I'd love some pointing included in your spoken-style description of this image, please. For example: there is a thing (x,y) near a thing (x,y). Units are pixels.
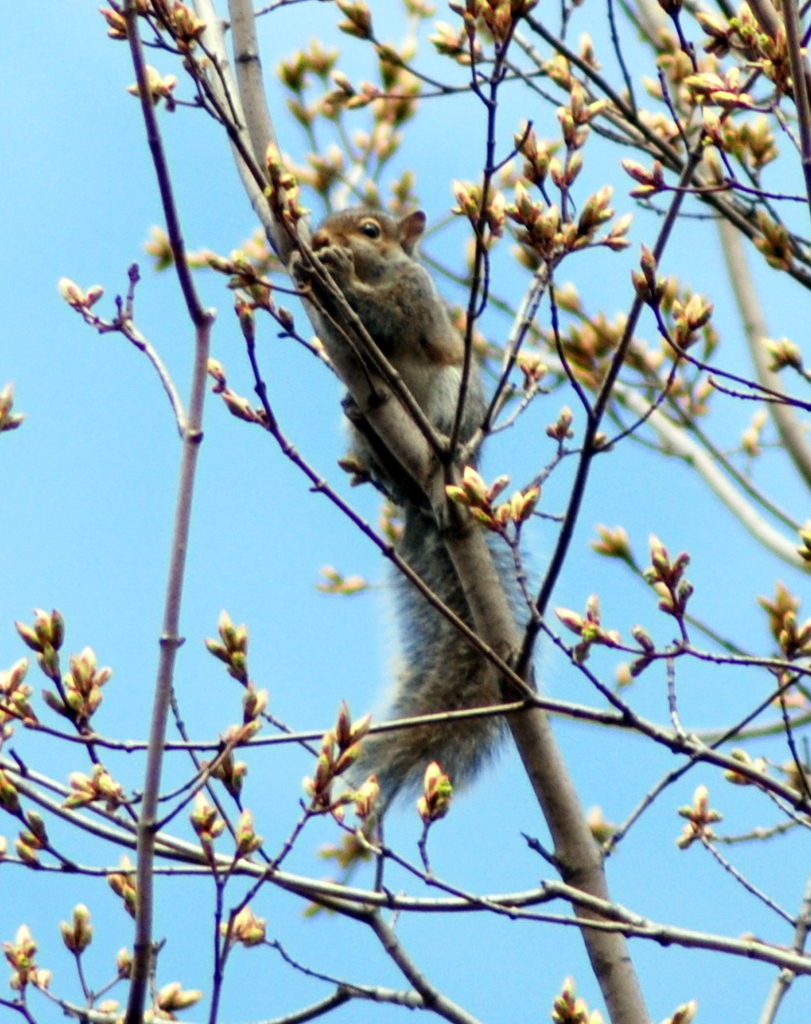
In this image we can see a squirrel (393,253) on the tree branch (247,25). In the background of the image (121,190) there is sky (140,218).
